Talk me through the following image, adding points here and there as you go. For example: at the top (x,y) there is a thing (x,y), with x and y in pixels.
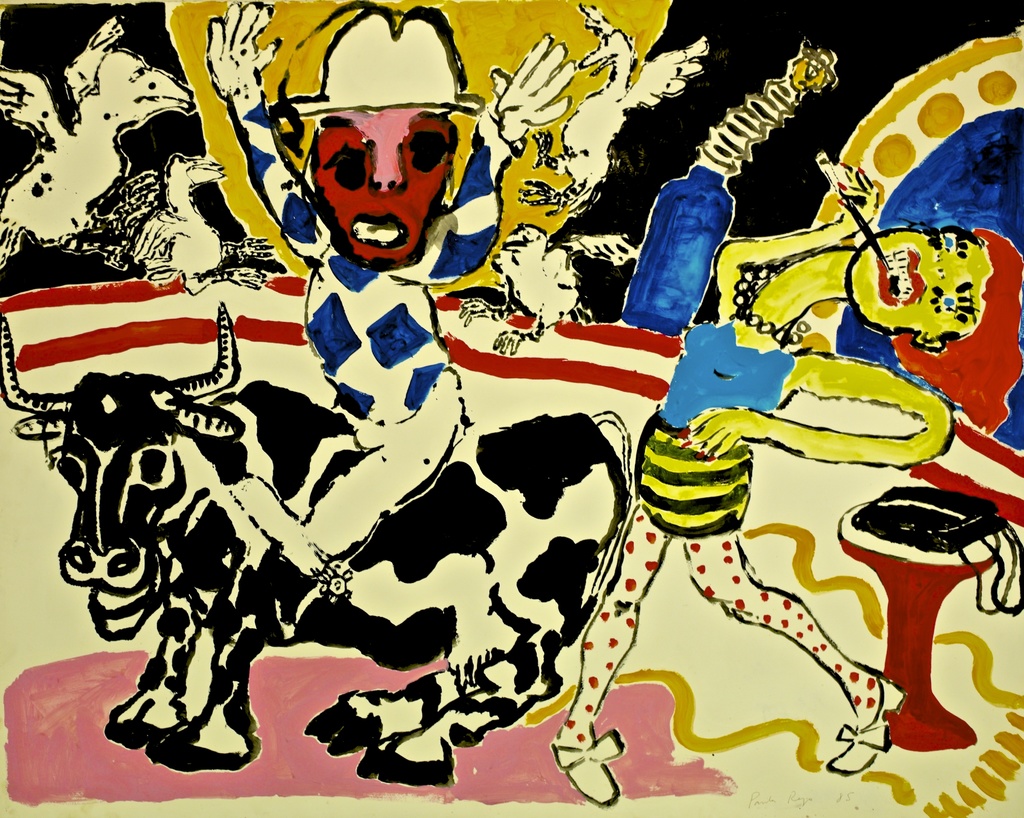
This image is a painting. In this image at front (965,293) there is a lady (722,434). Beside her there is a person (352,367) sitting on the bull (591,446). At the right side of the image (906,642) there is a table (897,565) and on top of it there is a telephone (878,516). At the backside of the image (179,206) there are birds (14,225).
